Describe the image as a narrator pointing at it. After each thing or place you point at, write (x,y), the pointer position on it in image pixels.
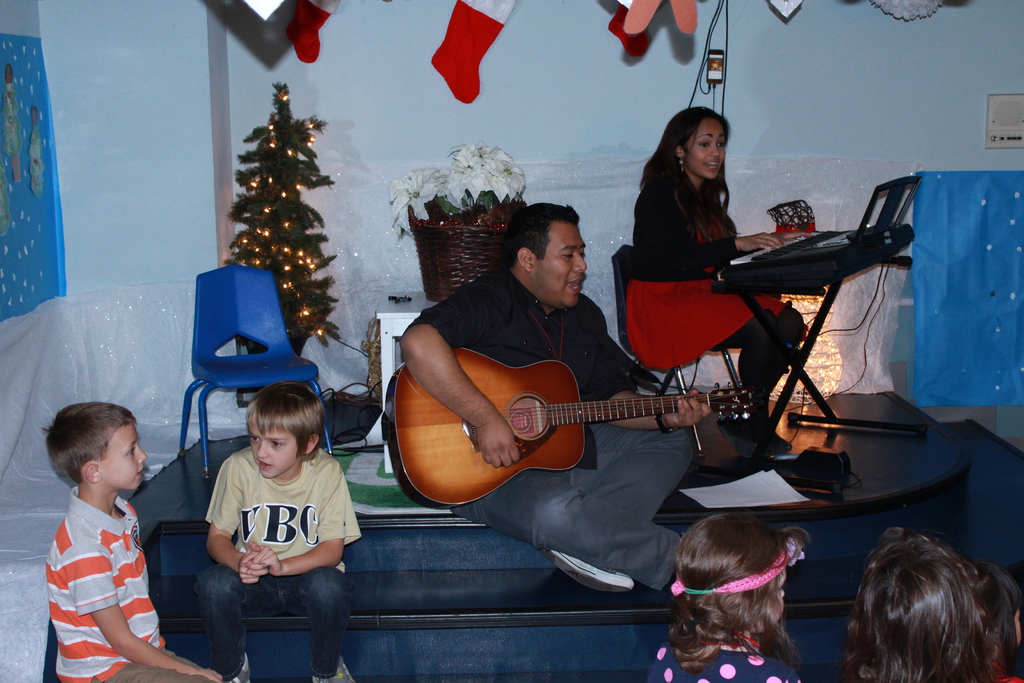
Here we see a man (532,504) playing a guitar (737,407) and a woman (678,140) playing a piano (850,270) and we see two boys (294,398) and two girls (717,528) seated and we see a xmas tree (324,258) and a chair (274,293).
